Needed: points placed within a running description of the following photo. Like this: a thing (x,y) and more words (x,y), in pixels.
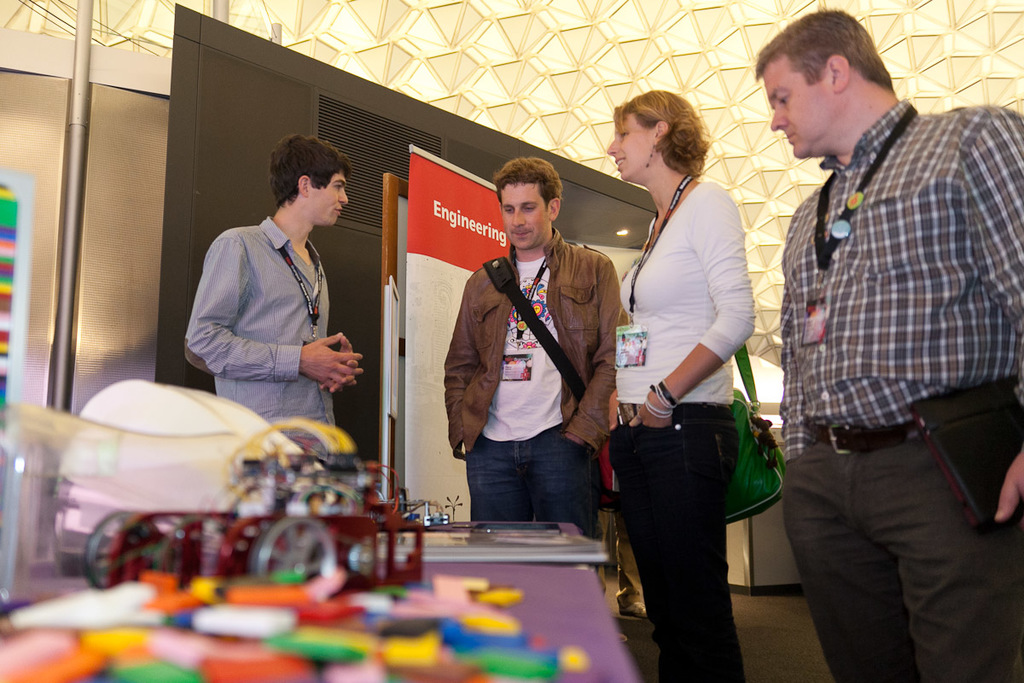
In this image we can see few people (628,377) standing in a room (790,619), there is a table (524,580) with few objects (253,528) in front of them, there is a poster (453,299) and an object (403,254) behind the persons (455,453) and there is a metal pole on the left side (67,297) and a wall (593,44) in the background (723,35).
